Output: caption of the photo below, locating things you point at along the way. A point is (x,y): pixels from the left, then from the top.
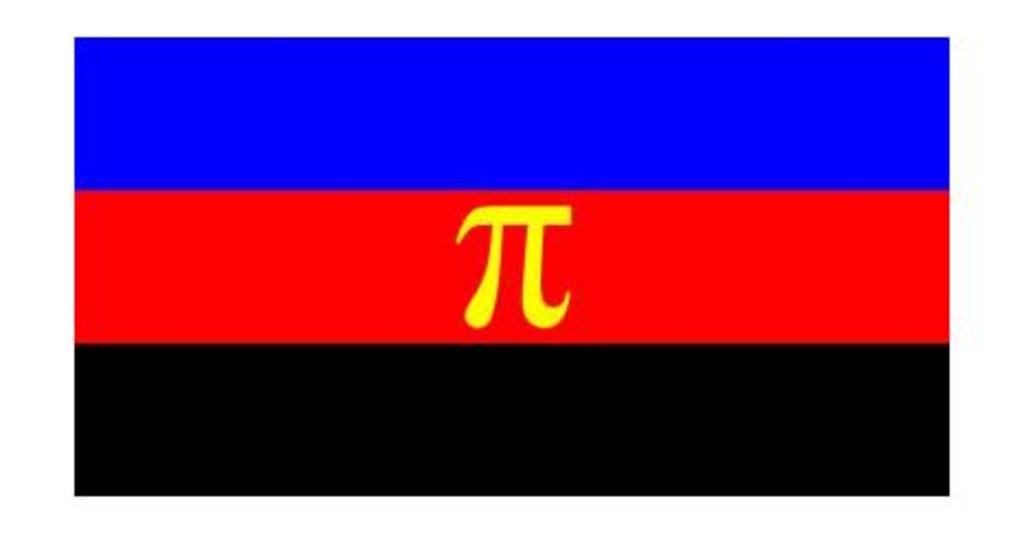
In the picture we can see a flag (837,70) with blue, red and black lines (153,432) and in the middle (468,310) we can see a pi symbol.
